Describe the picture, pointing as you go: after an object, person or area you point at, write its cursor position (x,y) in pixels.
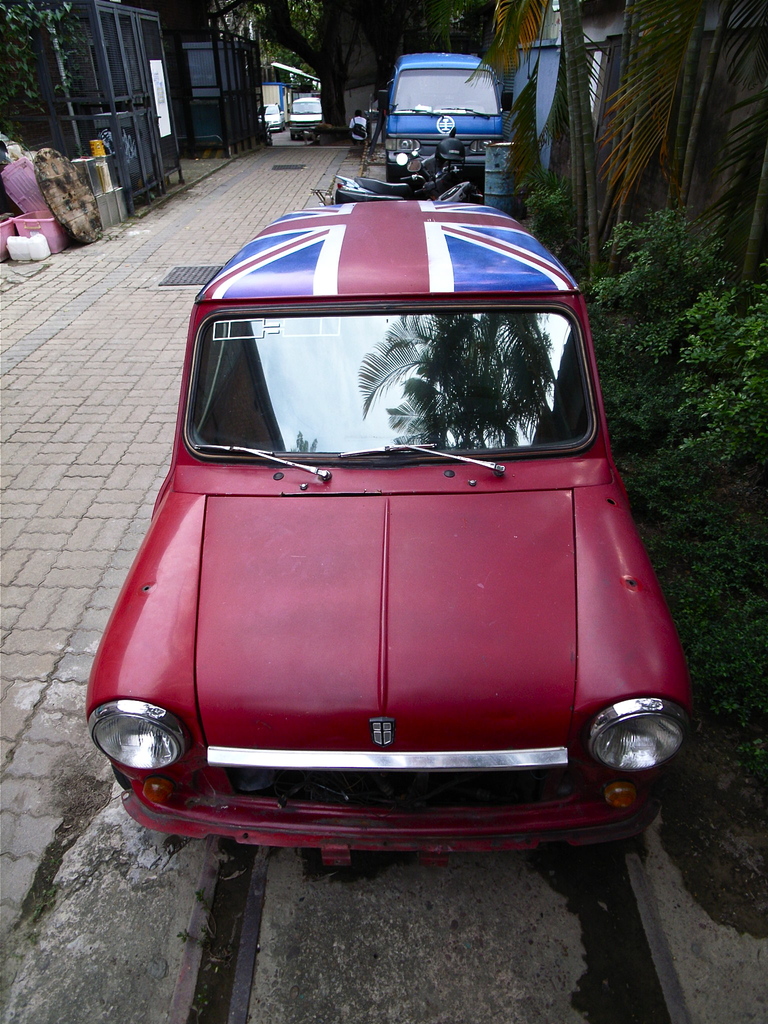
There is a road (113,306). On that there are drainage grills (169,274). On the sides of the road (213,184) there are cars (381,229) and motorcycle (347,194). On the right side (634,159) there are trees (616,201). In the background (297,104) there are vehicles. Also some items (45,159) are kept on the side of the road (176,296).
